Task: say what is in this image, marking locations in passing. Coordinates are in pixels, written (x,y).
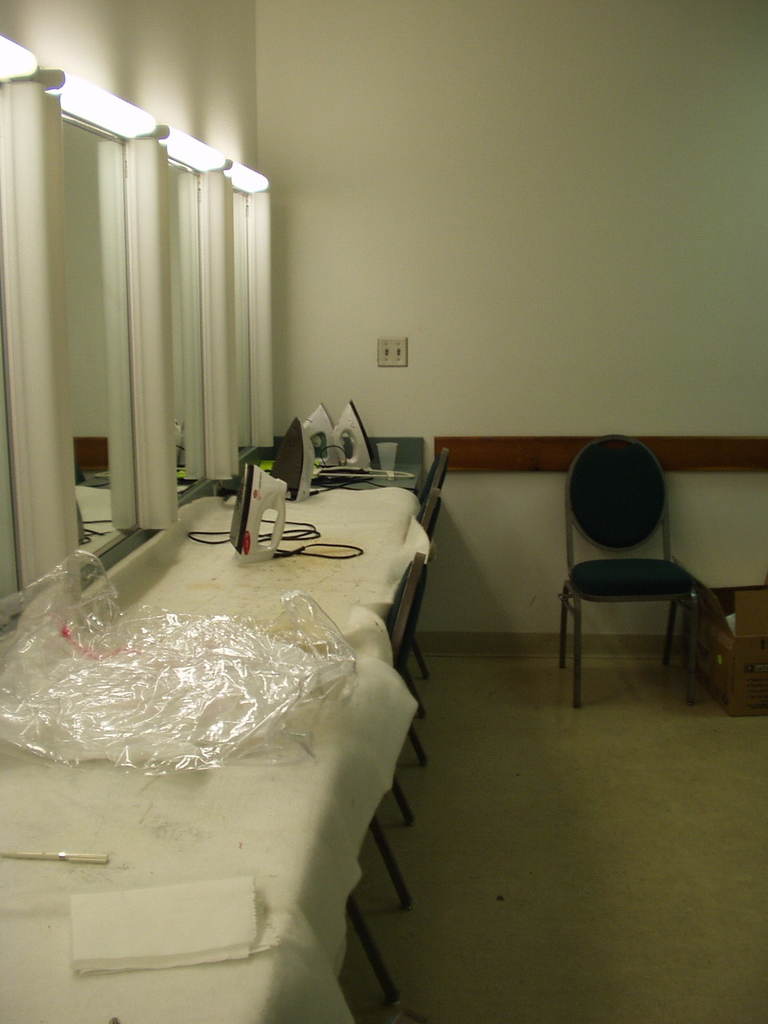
In this image there are mirrors (89,354), above the mirrors (128,339) there are lamps (184,143), below the mirror (111,148) on the platform (286,574) there are iron boxes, in front of the iron boxes (337,555) there is a chair (590,564).
